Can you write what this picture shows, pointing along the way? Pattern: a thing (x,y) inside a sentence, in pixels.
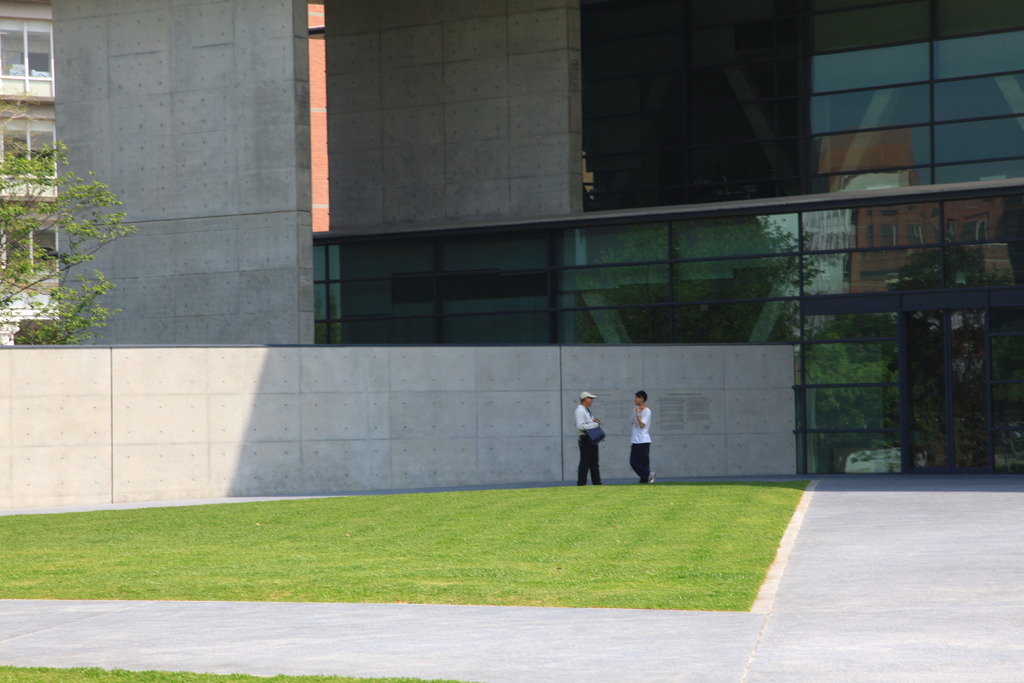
On the background of the picture (38,119) we can a building (40,133). This is also a building (809,197). Here we can see the reflection (914,253) of other buildings (893,261) and trees (861,401). This a wall (556,394). This is fresh green grass (617,528). Here two persons (590,407) standing and facing towards each other.
